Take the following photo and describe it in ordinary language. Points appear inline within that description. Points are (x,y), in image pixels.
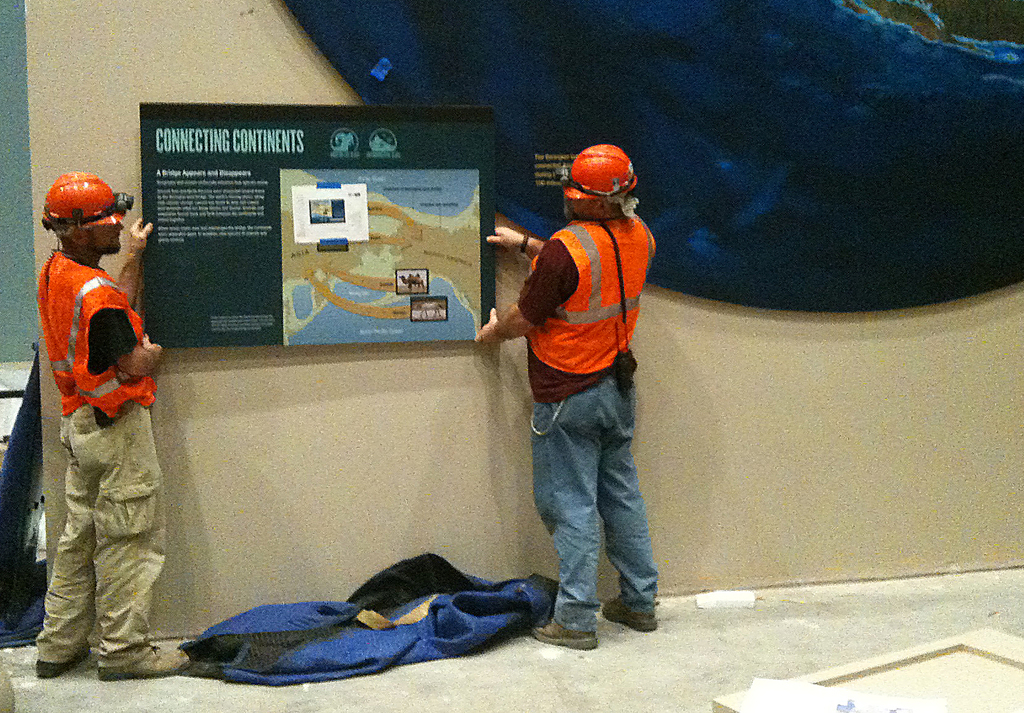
In this picture we can see 2 people (568,505) wearing orange helmets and standing on the floor (282,712). They are holding a board (471,113) with some text (238,196) on it and hanging it on the cream & blue colored wall (476,423).
